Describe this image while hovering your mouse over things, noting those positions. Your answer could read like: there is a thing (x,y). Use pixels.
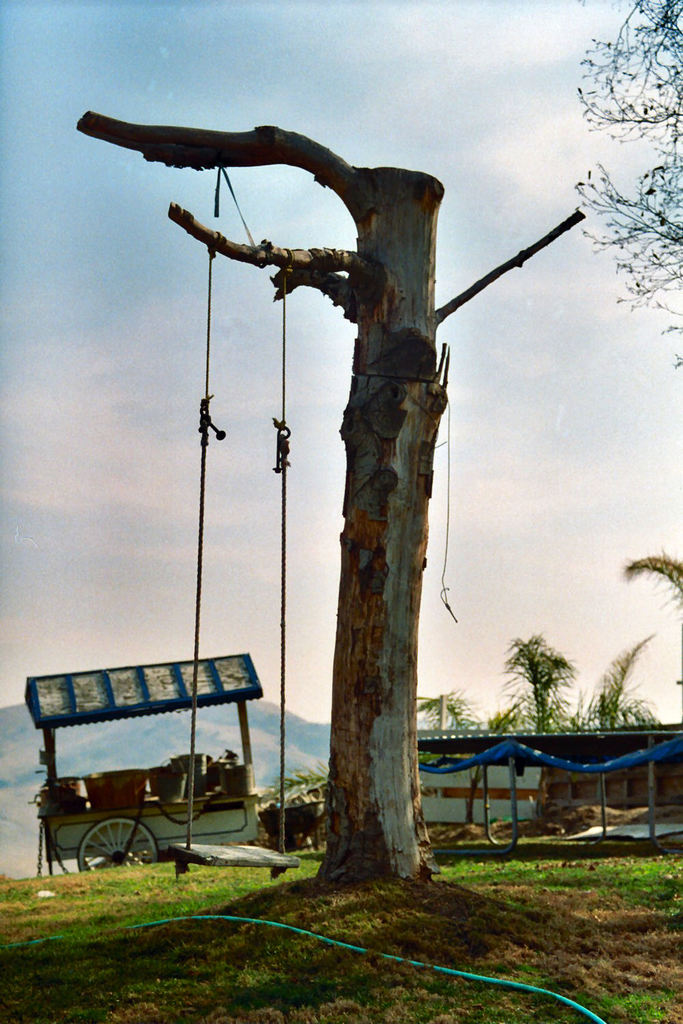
In this image, we can see a tree trunk (114,121) and there is a tree swing (198,863) on the tree trunk (377,869), we can see a cart (187,780) and there is grass (221,1001) on the ground (166,961), there are some trees (523,711), at the top (373,38) there is a sky (387,63).
